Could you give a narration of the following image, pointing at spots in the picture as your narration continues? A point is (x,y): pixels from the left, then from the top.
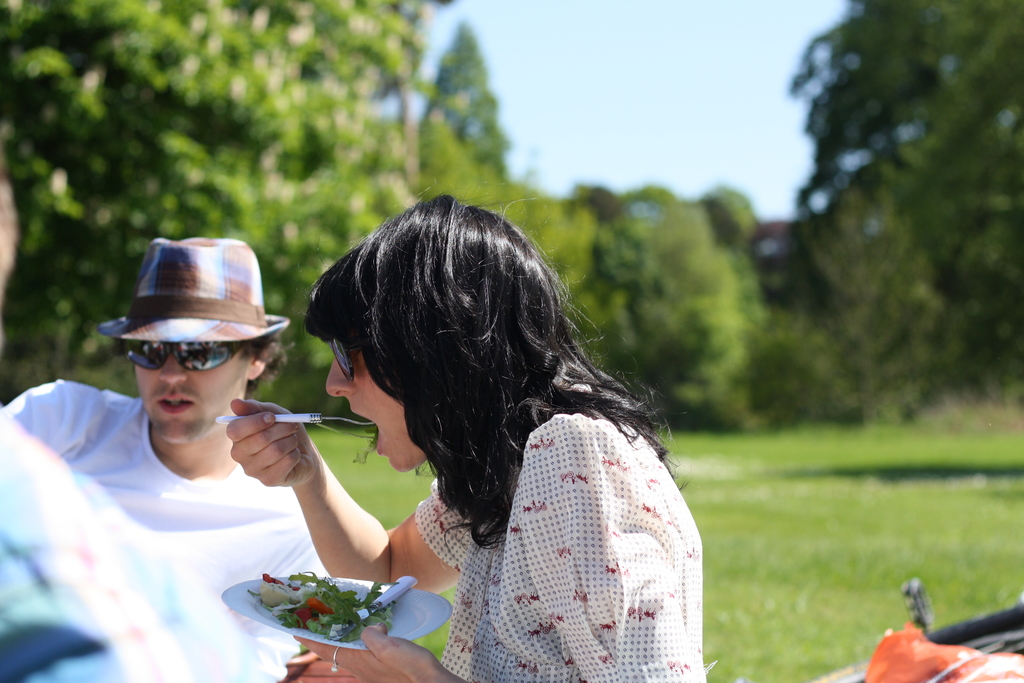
In this picture we can see a man (288,495) and a woman (392,544) in the front (474,569), this woman (590,474) is holding a plate (440,603) and a fork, there is some food (346,593) in this plate (426,594), there is grass (869,558) in the middle (352,447), in the background (819,336) there are some trees (752,248), we can see the sky (580,75) at the top of the picture (585,51).
